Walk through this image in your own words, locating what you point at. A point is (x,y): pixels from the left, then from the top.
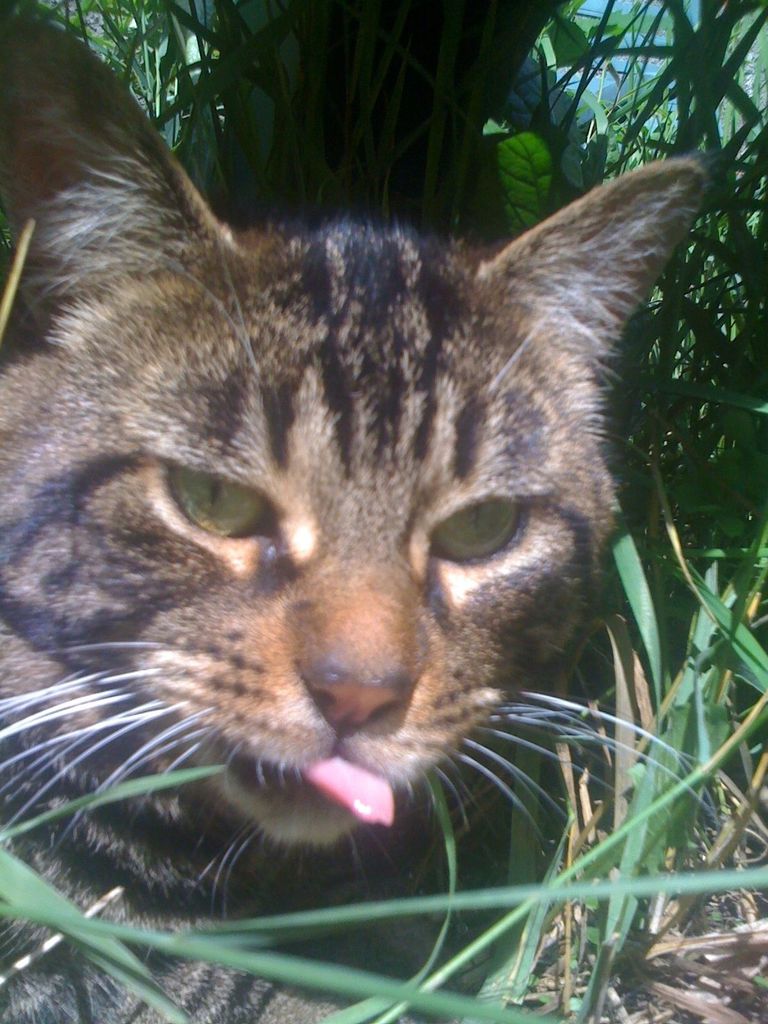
In this picture we can see a cat (311,847) on the ground (524,836) and in the background (560,104) we can see the grass (197,48).
